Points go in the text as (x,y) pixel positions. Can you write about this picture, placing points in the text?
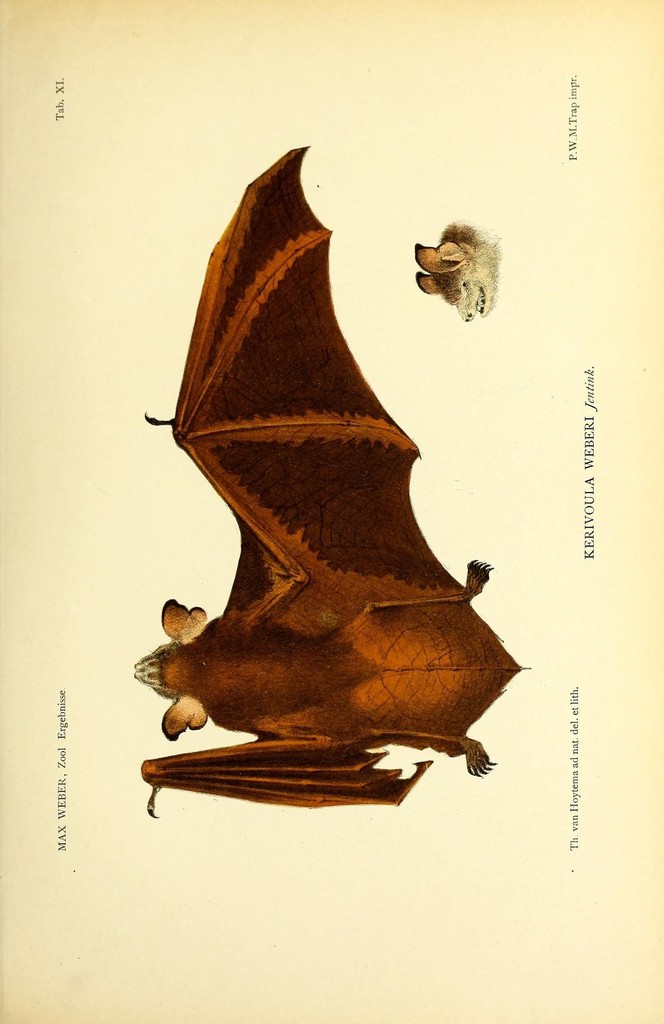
In this image I can see a drawing (358,728) of an animal (341,345) and there is a face (478,295) below it. Some matter (595,379) is written.
